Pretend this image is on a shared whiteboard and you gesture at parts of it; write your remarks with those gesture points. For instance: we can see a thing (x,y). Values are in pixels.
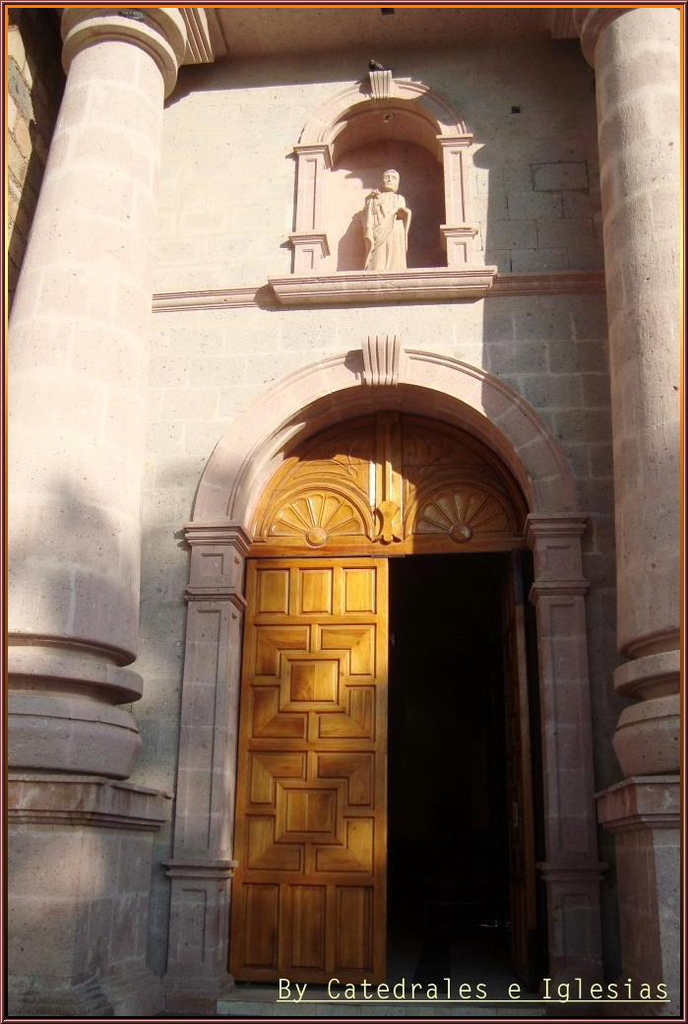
In this image, we can see a church (108,399) with wall (159,350), pillars (18,559), doors (329,725) and sculpture (378,261). At the bottom of the image (419,1002), there is a watermark (581,995).
